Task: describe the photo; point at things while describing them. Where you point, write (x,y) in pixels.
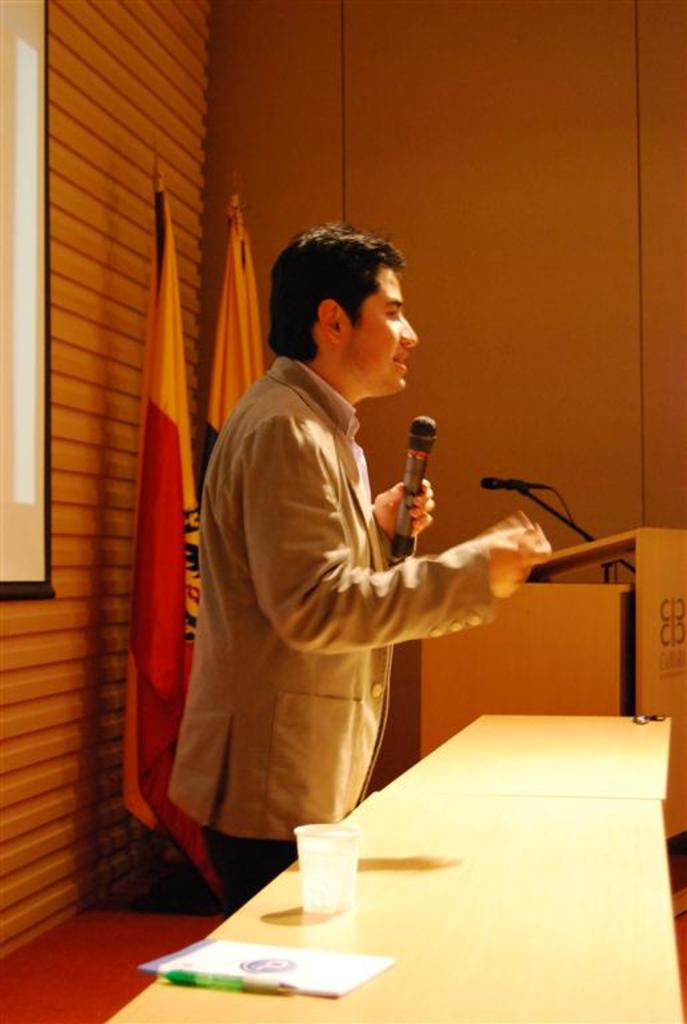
In this picture there is a person (224,464) at the center of the image (266,416), by holding a mic (415,441) in his hands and there is a desk (552,641) in front of him, there is a table (438,768) at the center of the image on which there is a book (317,976), pen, and a glass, there is a projector screen (0,17) behind him and there are two flags (161,313) at the left side of the image (164,218).
